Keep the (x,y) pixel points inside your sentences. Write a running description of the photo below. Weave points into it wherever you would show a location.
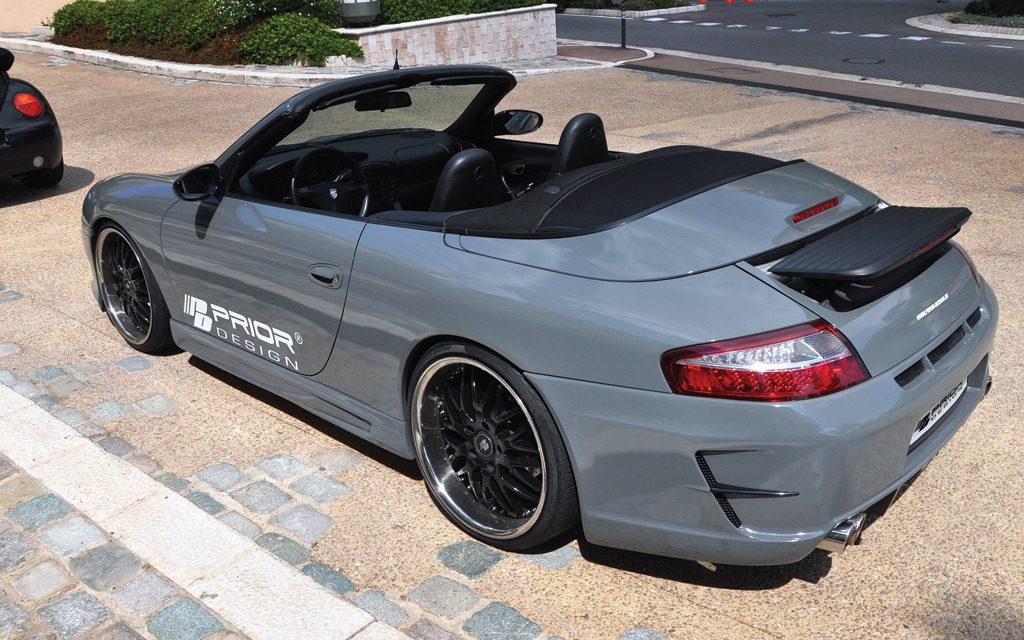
In Front of the picture we can see cars (148,206) parked. Behind to the car (34,128), we can see plants (145,16). This is a road (887,48).
